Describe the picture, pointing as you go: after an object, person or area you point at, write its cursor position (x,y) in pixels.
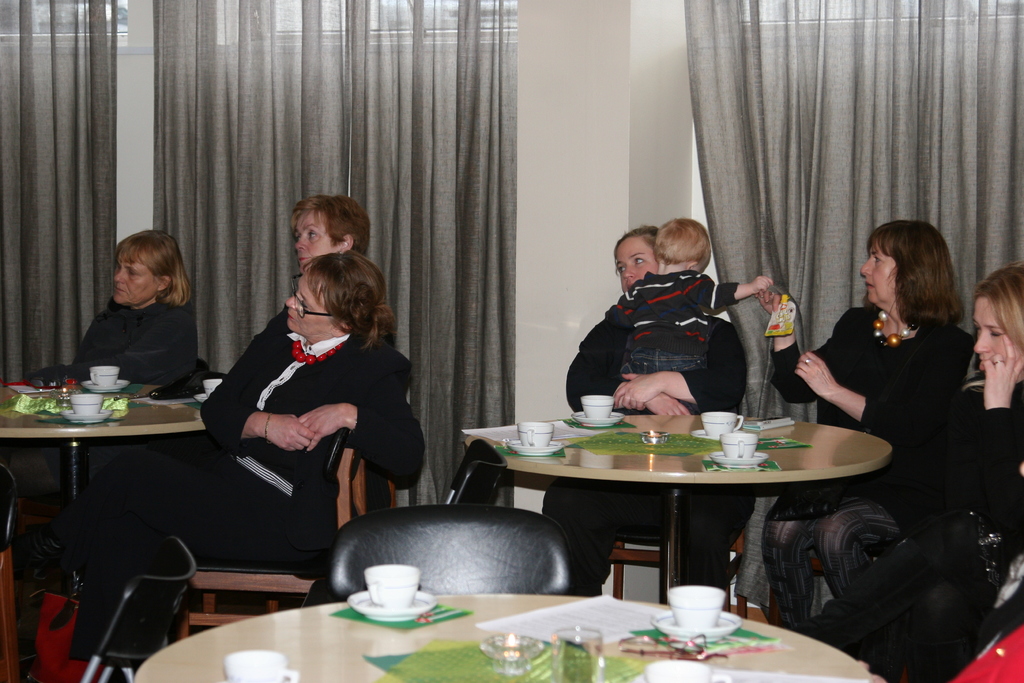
This image is taken in a restaurant (540,519) there are many people (570,534) sitting on the chairs (359,529). On the right (843,559) there are three women (925,496) sitting on the chair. In the middle (681,422) there is a table (681,463) on that there are four cup (745,440) and saucers (747,454), some other items (779,445). In the left (178,329) there are three women (271,354) sitting on the chairs (340,496). In the background (578,137) there is a pillar (632,153) and curtains (455,149).
